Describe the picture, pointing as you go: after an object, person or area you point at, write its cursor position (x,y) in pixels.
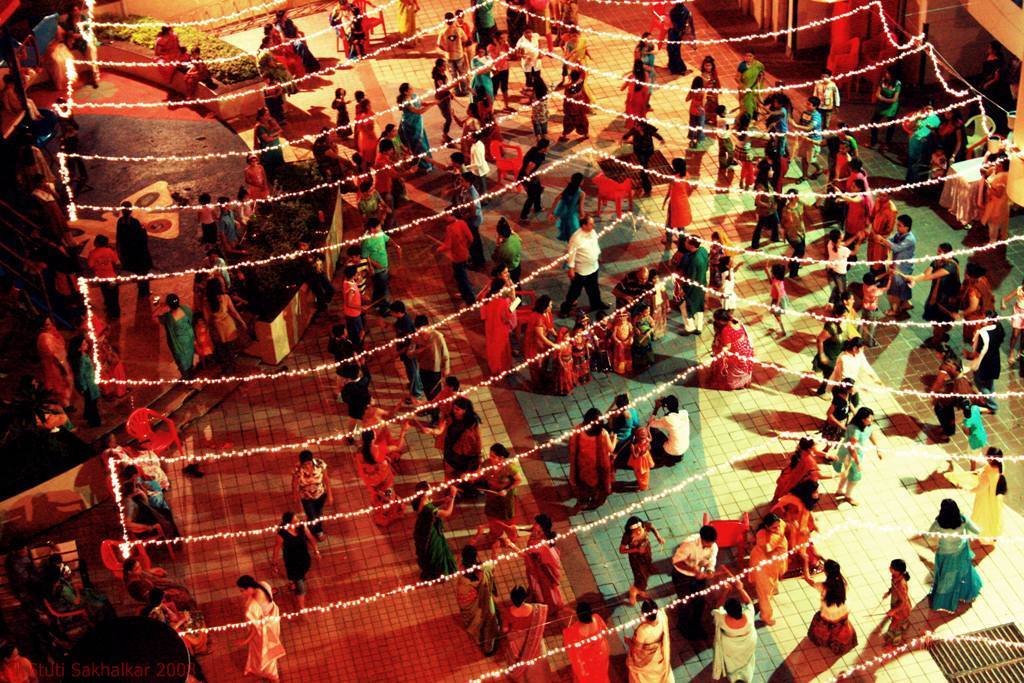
In this image few persons (637,96) are standing on the floor (445,160). Few persons (677,173) are dancing. Top of image (185,59) there are few plants (212,49), beside few persons (175,67) are sitting. There are few lights (667,281) at the front side of image (652,287). Right side (967,189) there is a table (968,175), beside there is a chair (977,135). Few persons (1007,179) are standing near the table (975,212).
